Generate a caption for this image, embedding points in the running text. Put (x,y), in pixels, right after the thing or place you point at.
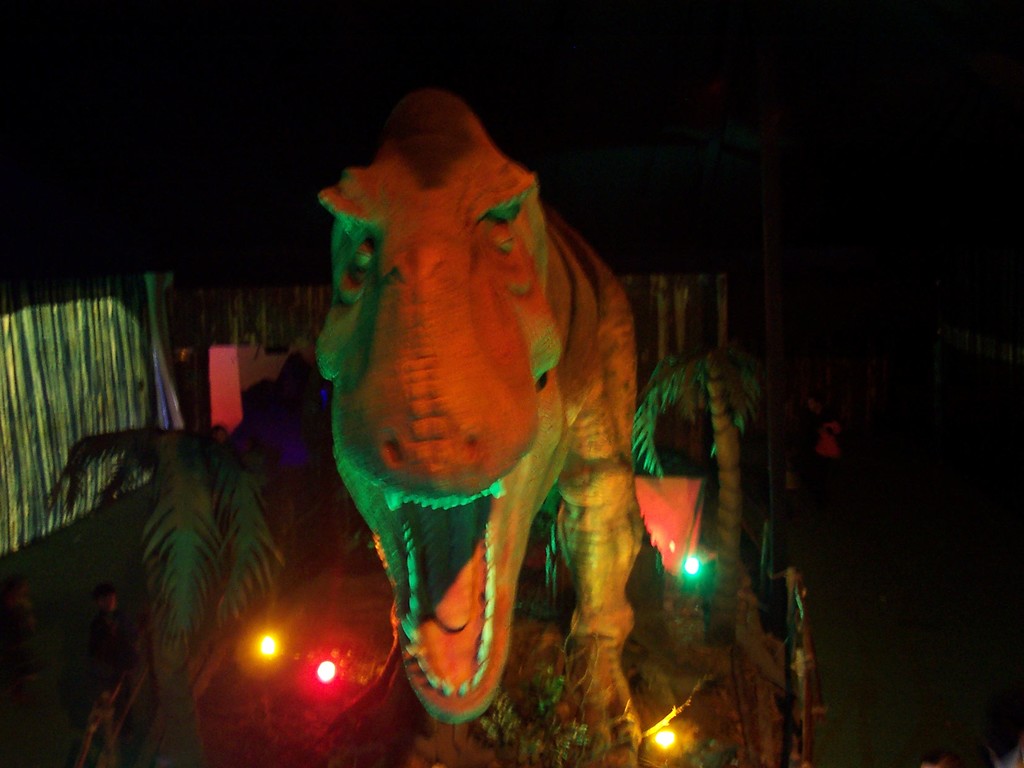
In this image there is a statue (460,348) of a dinosaur (433,580). On the ground (377,674) there are lights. On both sides there are plants (196,519). In the background (216,306) there is a building (112,398).
